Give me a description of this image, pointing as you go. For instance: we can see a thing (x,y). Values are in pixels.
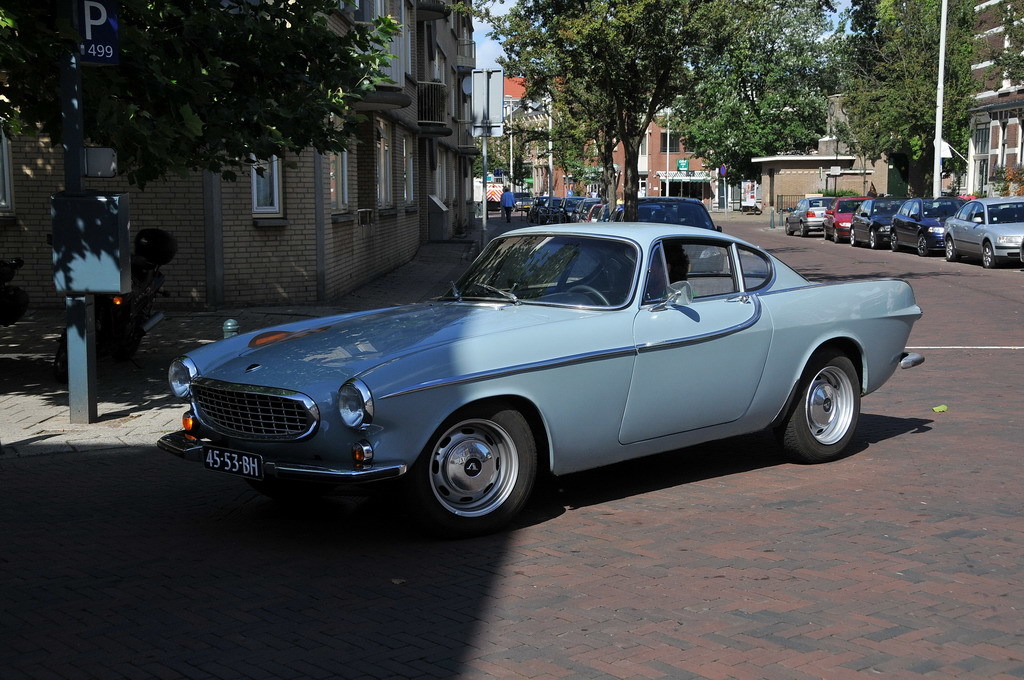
In this image we can see a car (646,402) on the road (674,519). In the background of the image (719,181) there are houses (997,149), trees (903,95), poles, cars (821,200) on the road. To the left side of the image (84,267) there is a pole (80,340) with a board (92,37). At the bottom of the image (413,629) there is road (426,636).
